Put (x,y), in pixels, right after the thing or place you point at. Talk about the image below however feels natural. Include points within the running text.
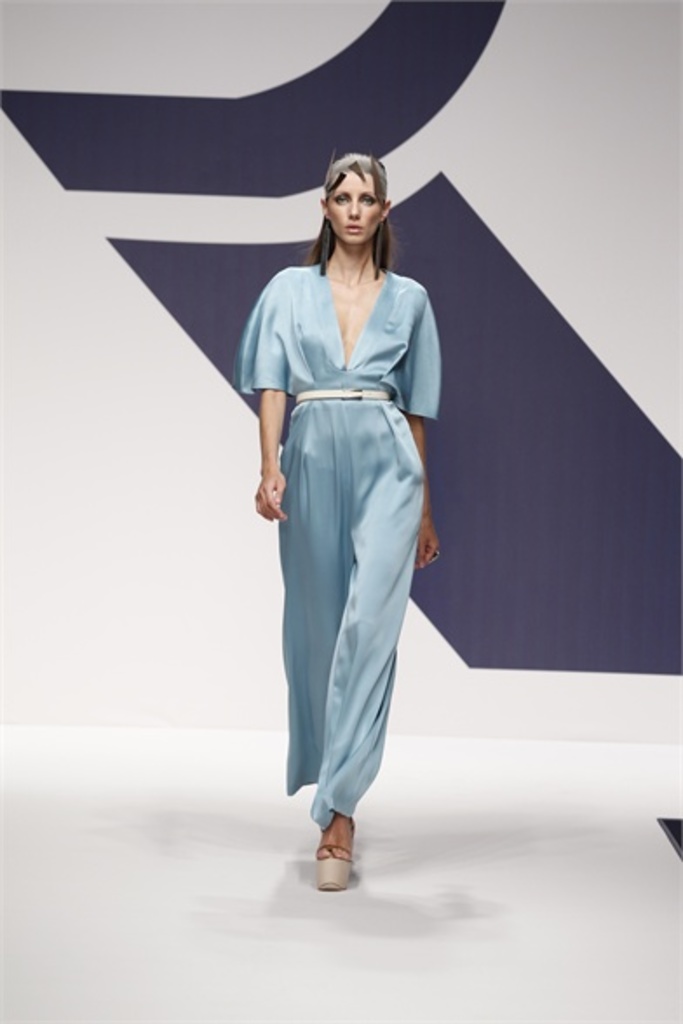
In the picture we can see a woman model (323,846) with a blue dress (296,724) walking in the show and behind her we can see a white color wall (36,457) with a blue color print (620,402) on it.
